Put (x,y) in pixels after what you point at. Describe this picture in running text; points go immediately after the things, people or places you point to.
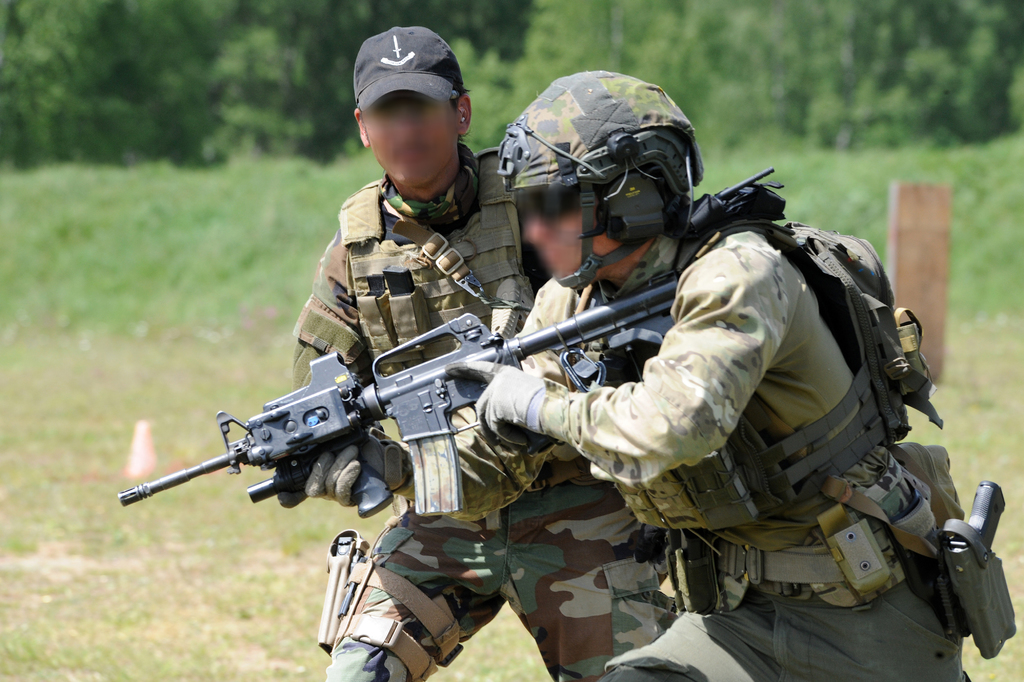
In this image we can see two men (548,530), one wearing a bag (889,441) and a helmet (636,106) holding a gun (355,437). On the backside (258,326) we can see a pole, some plants (202,374) and a group of trees (234,127).
